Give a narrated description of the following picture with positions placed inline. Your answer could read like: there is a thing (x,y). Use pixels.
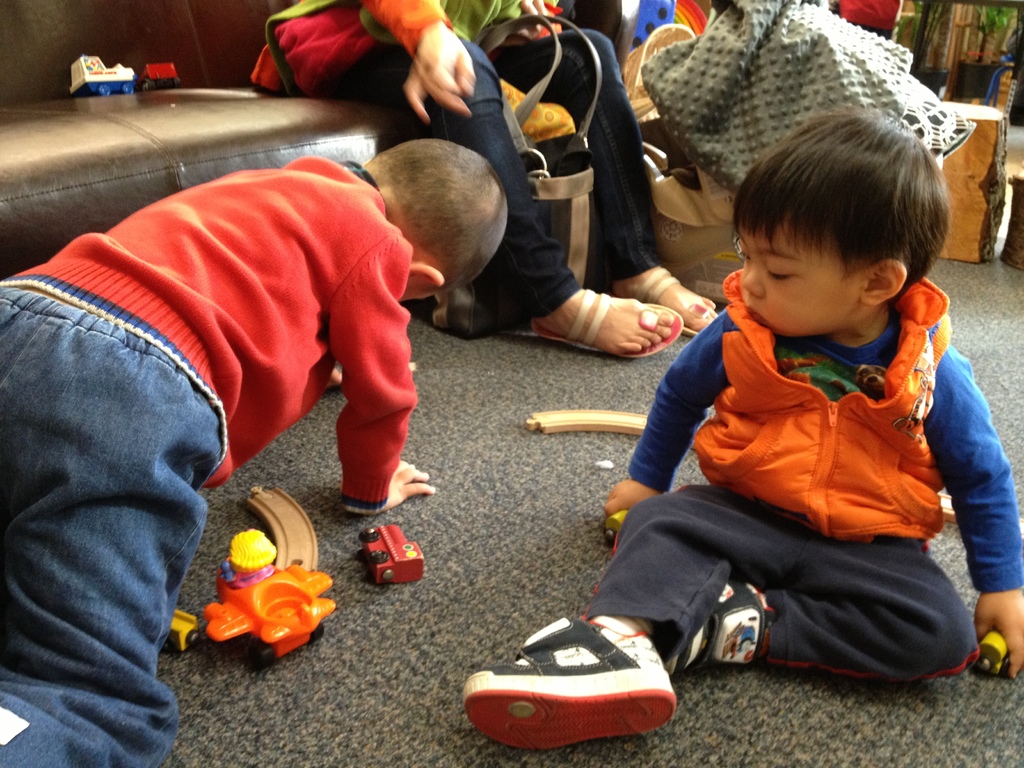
In this image there are two children (295,330) playing with toys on the floor (231,495), there is a person (365,73) and two toys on the sofa (172,108), there are some clothes (828,78) and objects (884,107) in them.
